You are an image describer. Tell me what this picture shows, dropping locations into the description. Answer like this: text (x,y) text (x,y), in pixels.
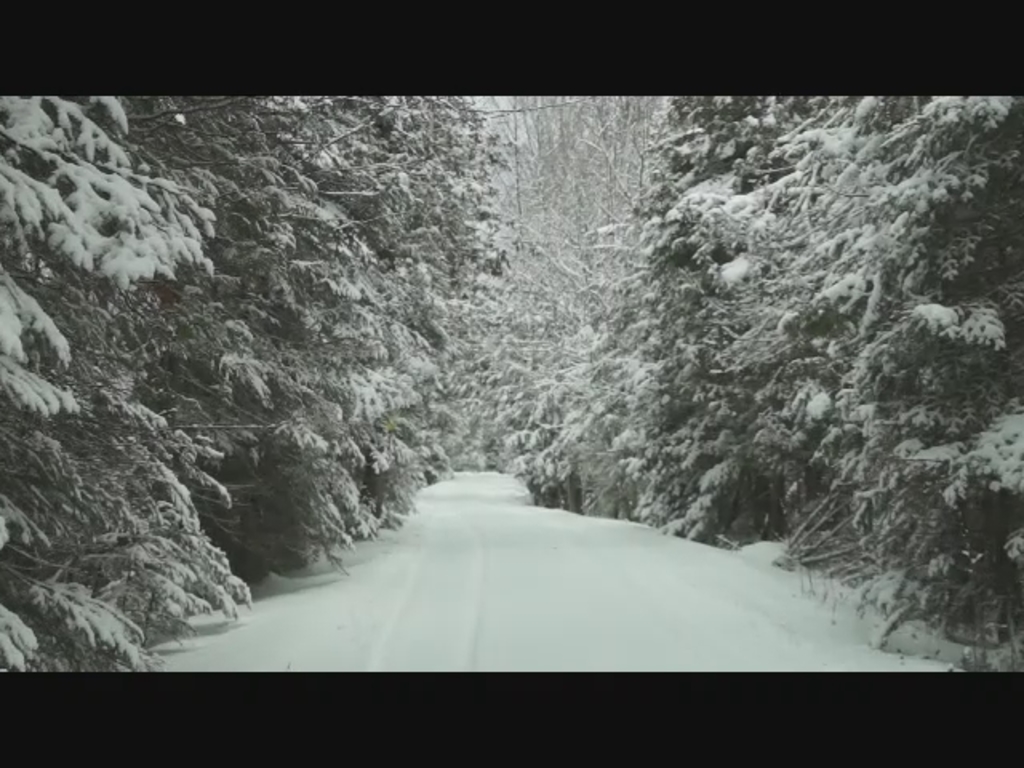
In this image I can see the road (417,504), some snow (510,546) on the road (464,545) and few trees (347,381) on both sides of the road (491,584). I can see some snow (673,219) on trees (522,290).
